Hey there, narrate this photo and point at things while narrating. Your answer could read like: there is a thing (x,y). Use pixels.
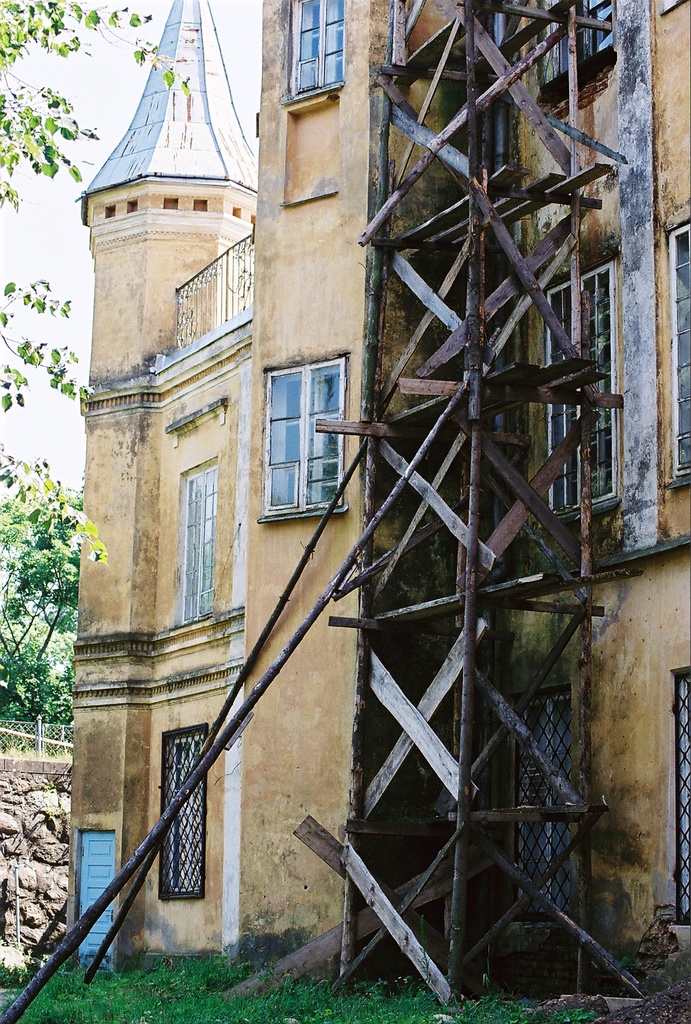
In this image I can see a building (334,440) and glass windows (331,436). In front (326,426) I can see a wooden logs (504,818). Back I can see a fencing (40,727) and trees (29,564). The sky (63,254) is in white color.
